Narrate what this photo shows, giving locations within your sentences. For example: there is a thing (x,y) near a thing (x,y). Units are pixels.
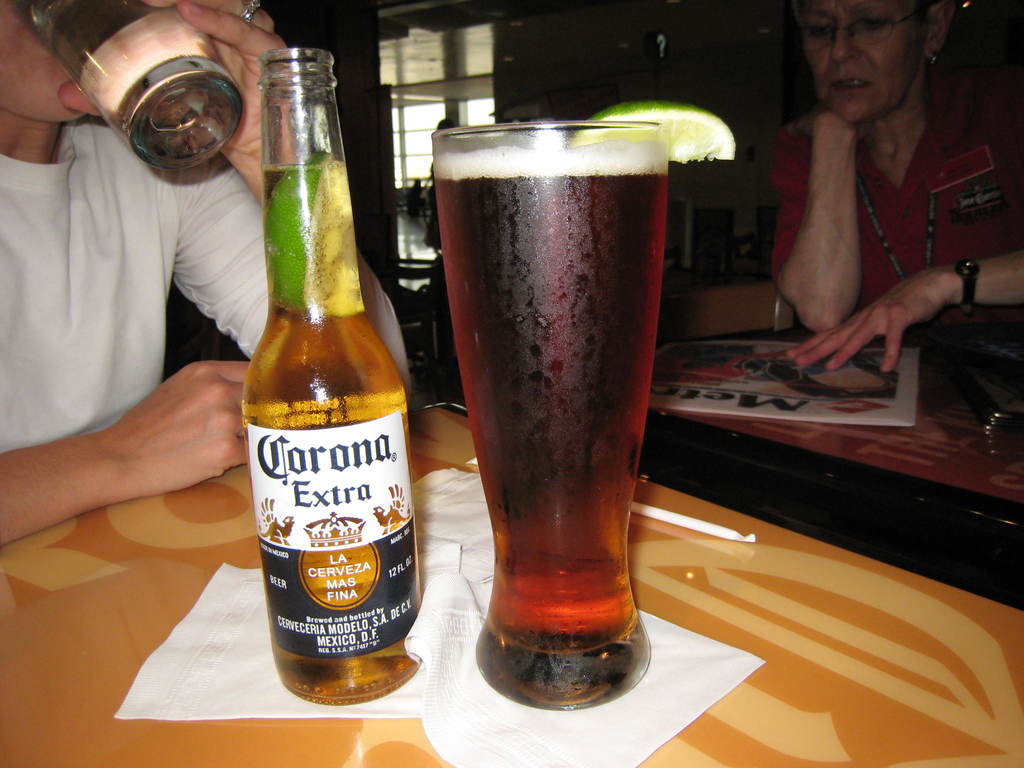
In this picture we can see two persons (908,202) sitting on chairs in front of a table (817,427) and on the table (831,426) we can see newspaper (852,390), bottle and a glass (493,362) with drink (564,583) in it, tissue papers (519,732). this is a lime slice (668,130). we can see one person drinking here.
